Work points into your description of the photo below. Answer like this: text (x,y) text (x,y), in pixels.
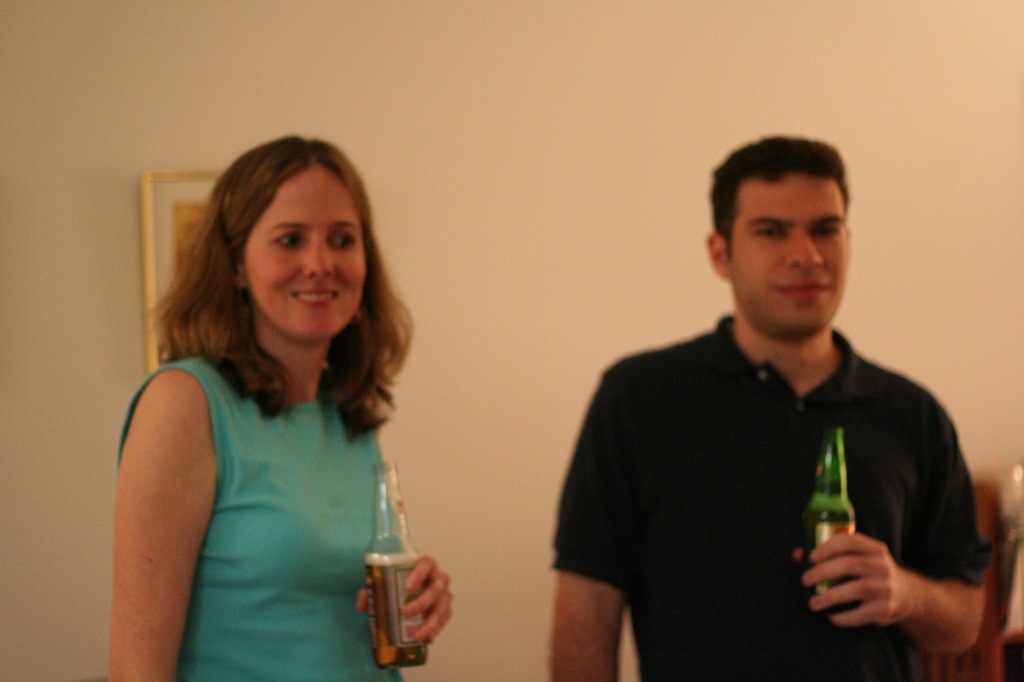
In this picture a man (886,539) and a woman (331,417) are standing and smiling. Both are holding a beer bottle (400,599) in their hands (856,537).
